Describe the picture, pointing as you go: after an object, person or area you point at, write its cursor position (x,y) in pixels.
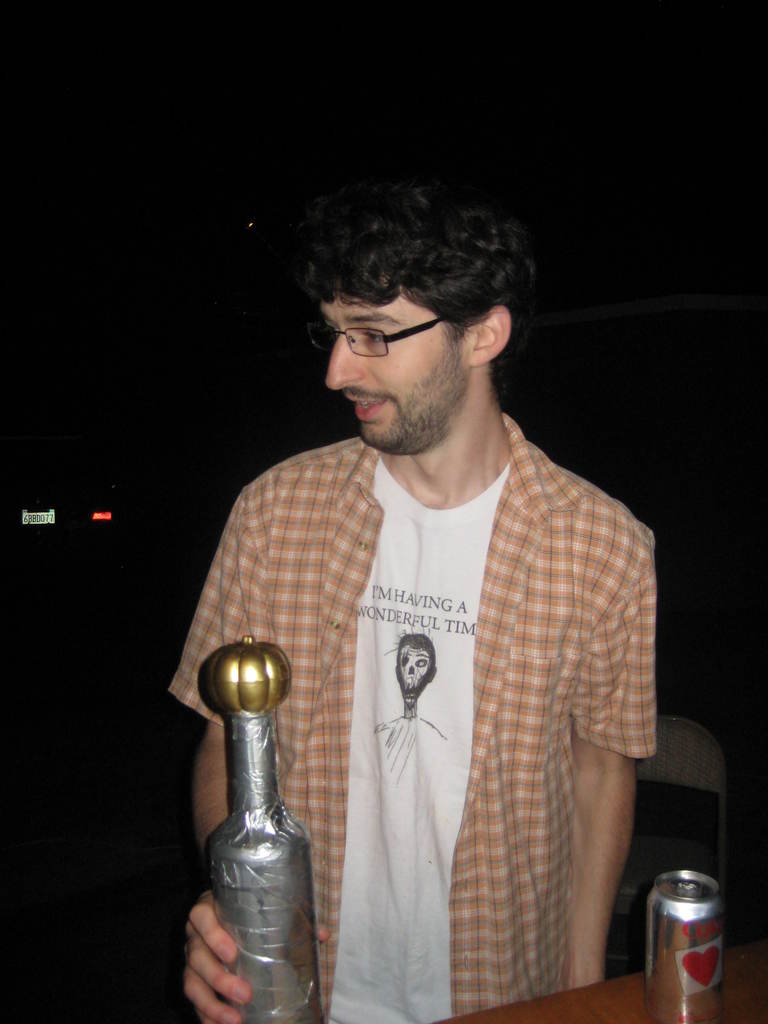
In this image there is a boy (455,699) in the middle (404,610) who is holding the bottle (263,897) which is covered with the silver paper (265,838). In front of him there is a table (626,984) on which there is a cool drink tin (679,957). In the background (103,519) there is a light (95,515).
